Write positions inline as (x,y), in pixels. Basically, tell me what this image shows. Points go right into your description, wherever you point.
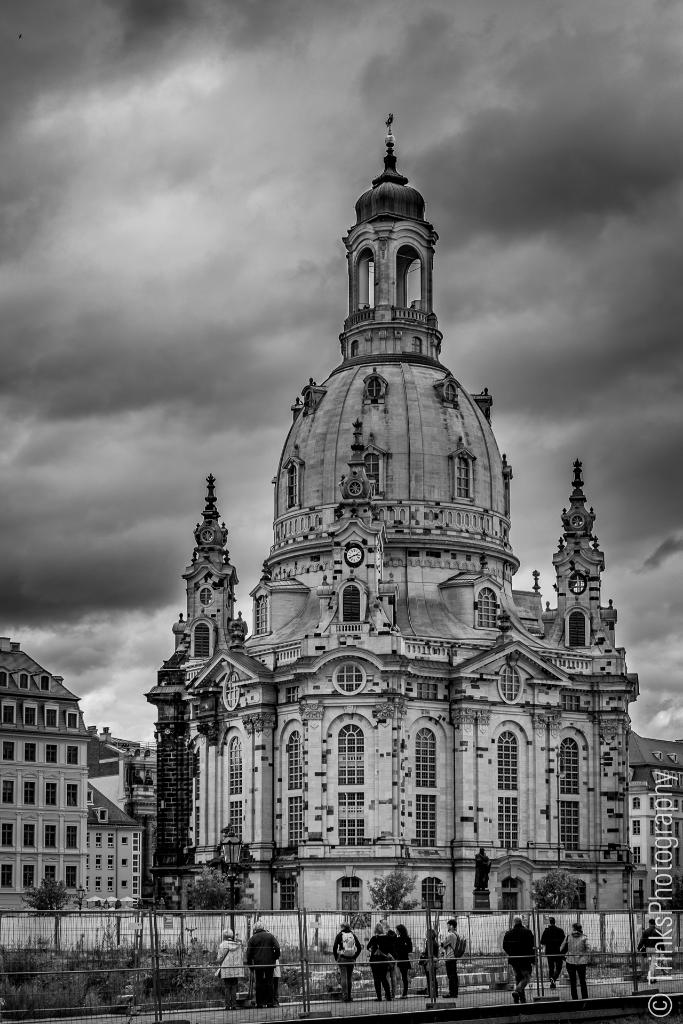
In this image we can see a black and white picture of a building (426,836) with windows (347,796) and a clock (351,546) on it. In the foreground (576,926) we can see a fence (472,992), a group of people (453,969) standing on the ground (396,1009). In the background (76,813), we can see a building (110,816) and a cloudy sky (136,360).
